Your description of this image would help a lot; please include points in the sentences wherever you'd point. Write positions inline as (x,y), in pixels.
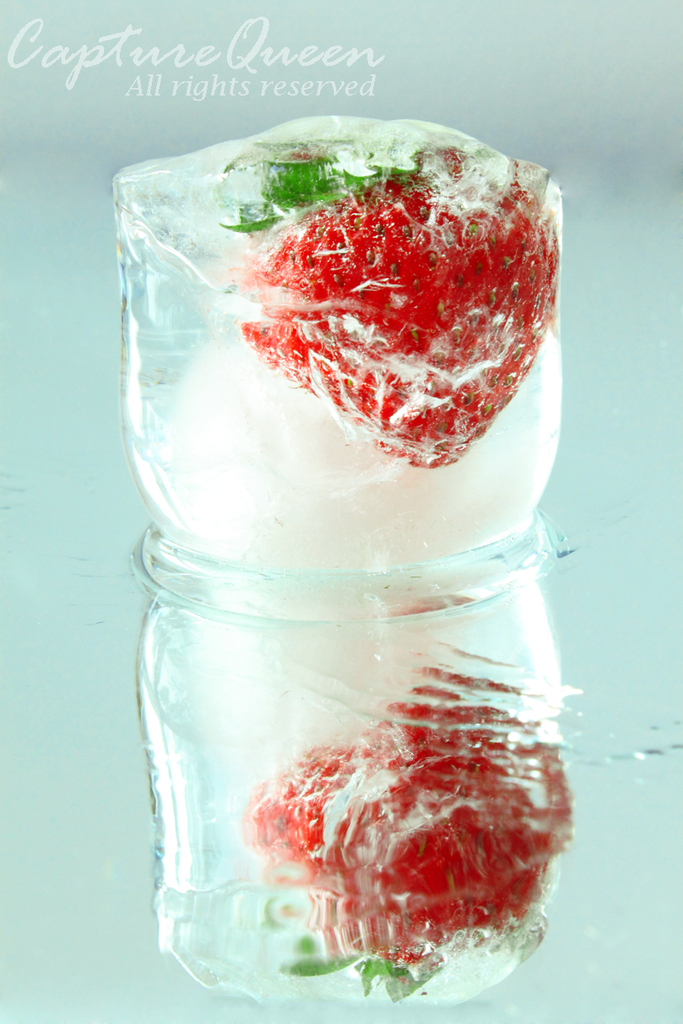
In this image we can see some text (26,61) on the top left side (12,44) corner of the image and one ice cube (134,210) with strawberry (401,404) on the object (676,514) looks like a glass table (673,501).
